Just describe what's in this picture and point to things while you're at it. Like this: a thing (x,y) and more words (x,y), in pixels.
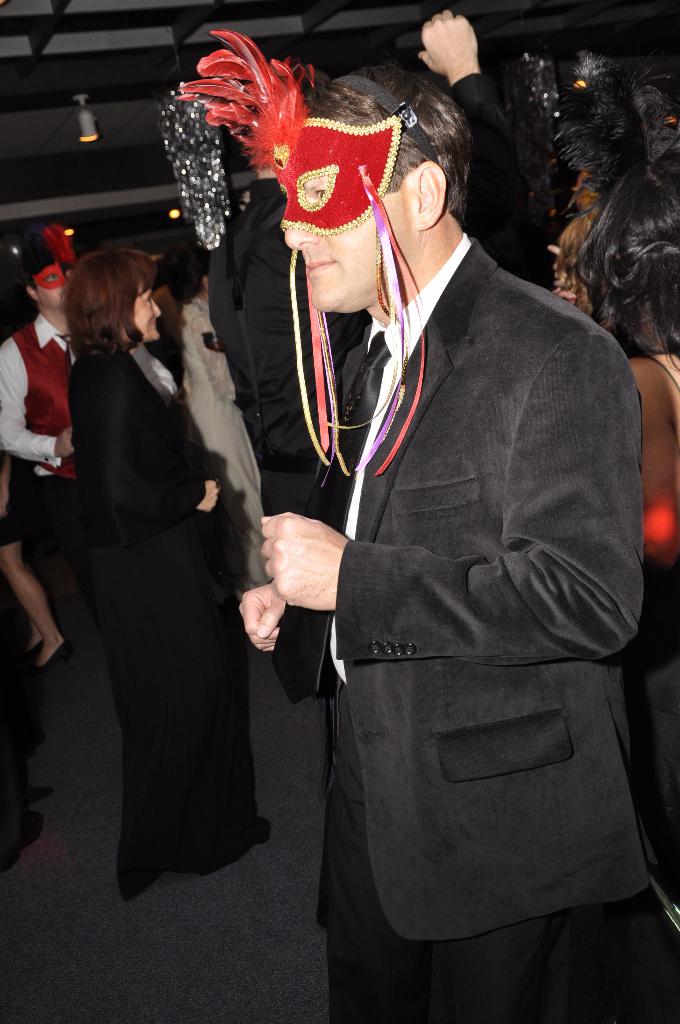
In the foreground of this image (470,592), there is a man (470,762) wearing suit (466,750) and a mask (367,187) on his head (340,224). In the background (219,396), there are people (219,396) standing on the floor (123,924) and few lights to the ceiling (178,77).
